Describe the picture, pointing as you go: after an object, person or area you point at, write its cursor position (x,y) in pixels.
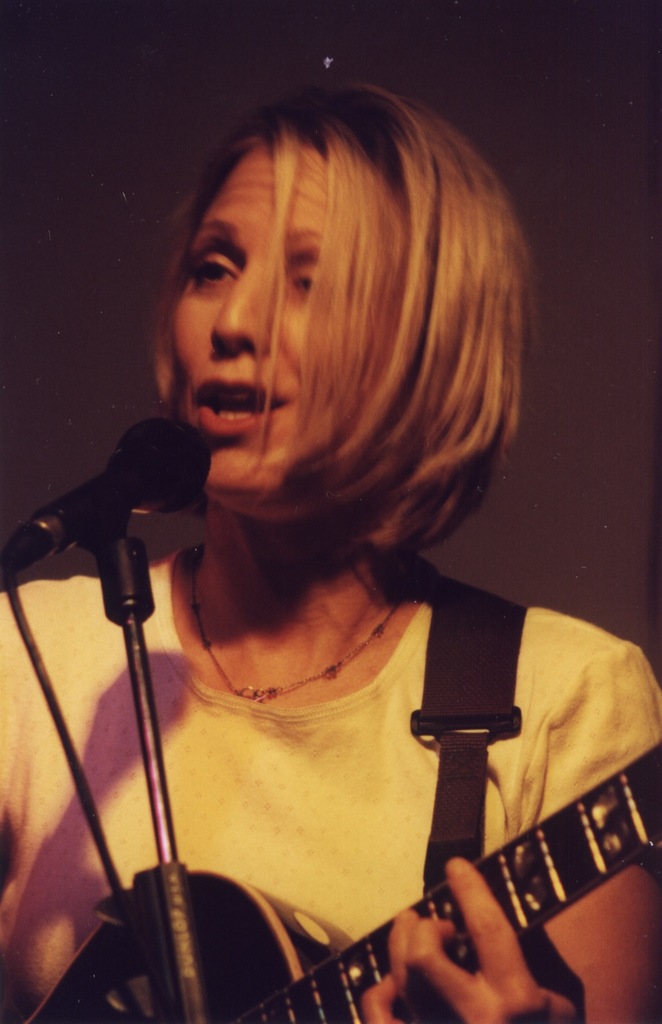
In this picture there is a woman (338,727) singing she is holding a guitar (509,871) and she is having a microphone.
